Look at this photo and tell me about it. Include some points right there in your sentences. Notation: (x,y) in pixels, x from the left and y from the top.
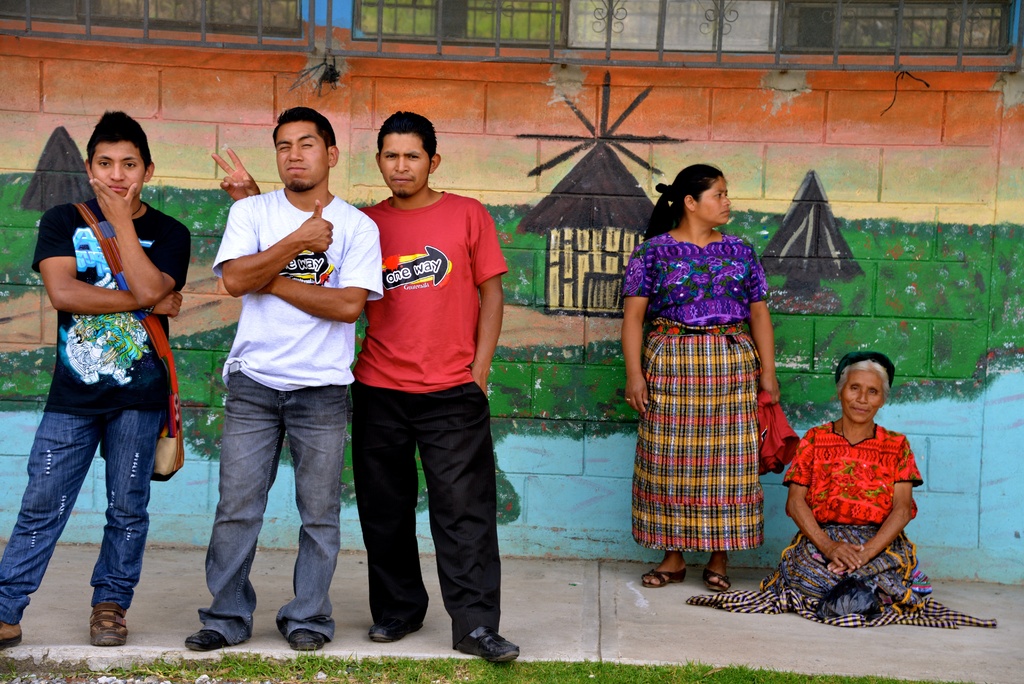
In this image, we can see people (424,442) and one of them is wearing a bag (174,419) and there is a lady (714,354) holding a cloth (771,433). In the background (377,72), there is a painting (531,132) on the wall (564,147). At the bottom (585,619), there is a floor (610,629) and a ground (333,675).
